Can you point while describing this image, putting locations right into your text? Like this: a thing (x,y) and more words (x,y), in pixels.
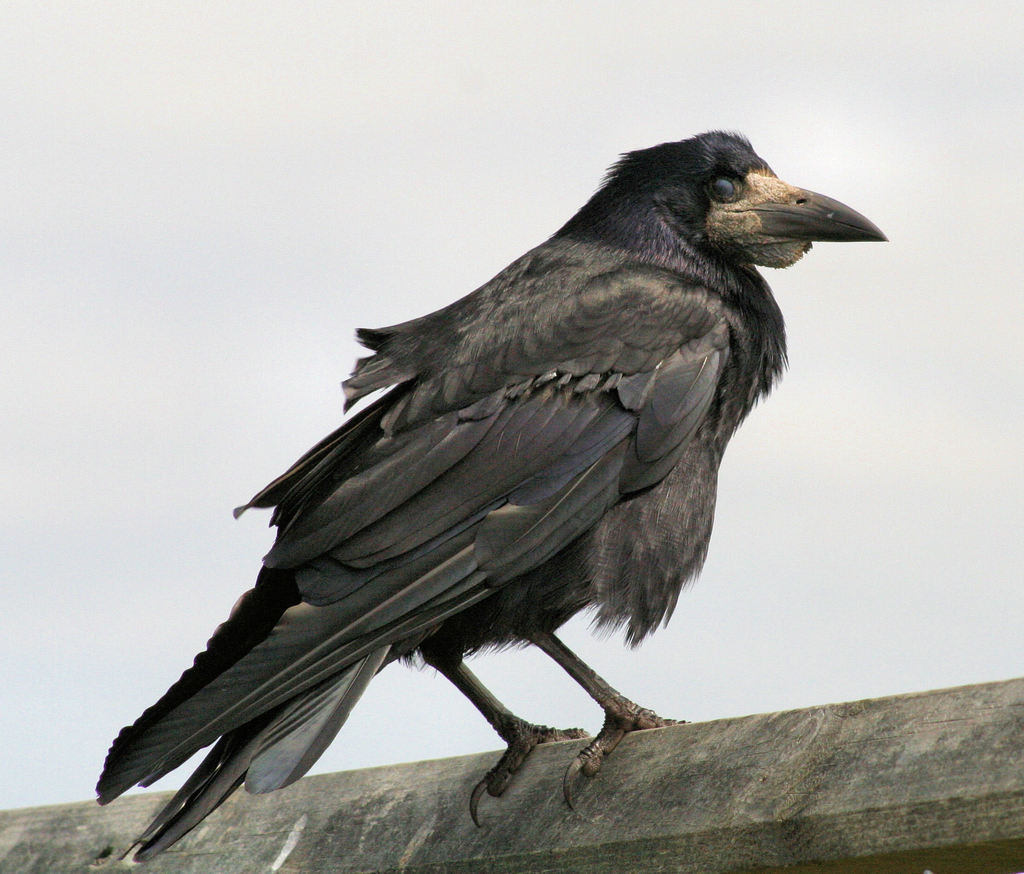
In this given image, I can see a crow (676,195) standing on a wall (643,793).
